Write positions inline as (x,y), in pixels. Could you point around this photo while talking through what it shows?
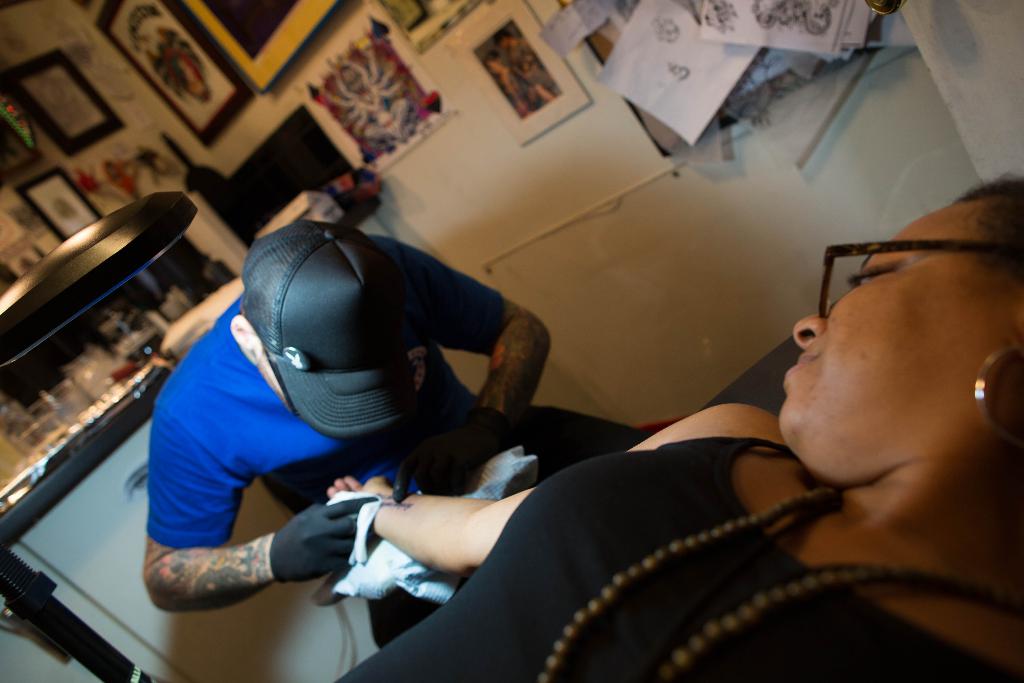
In the front of the image (428,440) we can see a man (330,361) and woman (700,469). A man (436,435) is holding a woman hand (425,520). On that man hands (248,568) there are tattoos (228,568). In the background (420,183) we can see pictures (192,3), posters (645,6), cupboard (143,386), wall (551,223) and things (117,388). At the left side of the image (109,221) there is a lamp (100,248).
